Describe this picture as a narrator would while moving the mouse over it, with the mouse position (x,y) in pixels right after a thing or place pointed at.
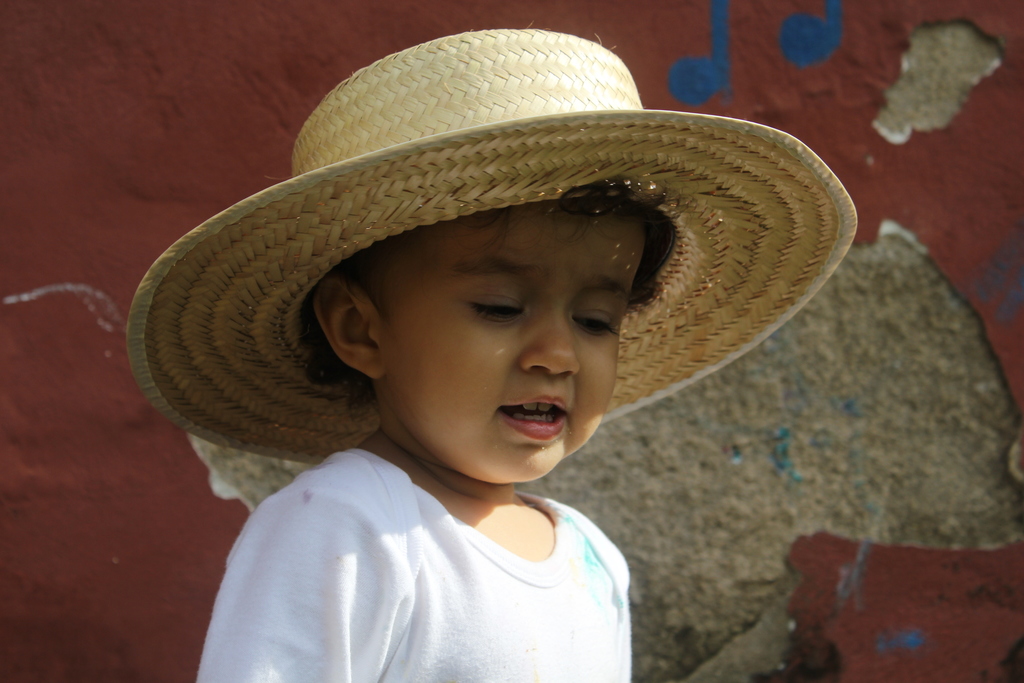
In this image, we can see a kid (384,266) wearing a hat (235,300). In the background (160,233), we can see the wall (661,36) with some red colored object (796,8) and some art (834,34).
